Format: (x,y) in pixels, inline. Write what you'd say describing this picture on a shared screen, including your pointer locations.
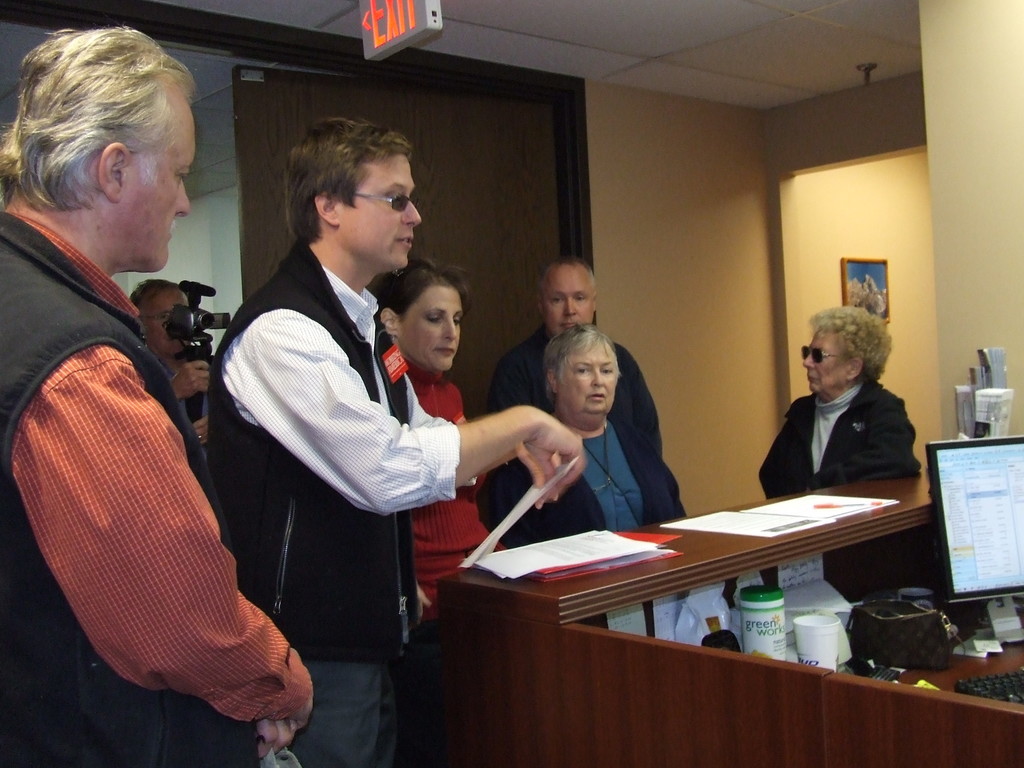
As we can see in the image there are few people (158,641) here and there, wall (666,364), photo frame (842,284), papers (956,399), glasses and screen (987,533).
